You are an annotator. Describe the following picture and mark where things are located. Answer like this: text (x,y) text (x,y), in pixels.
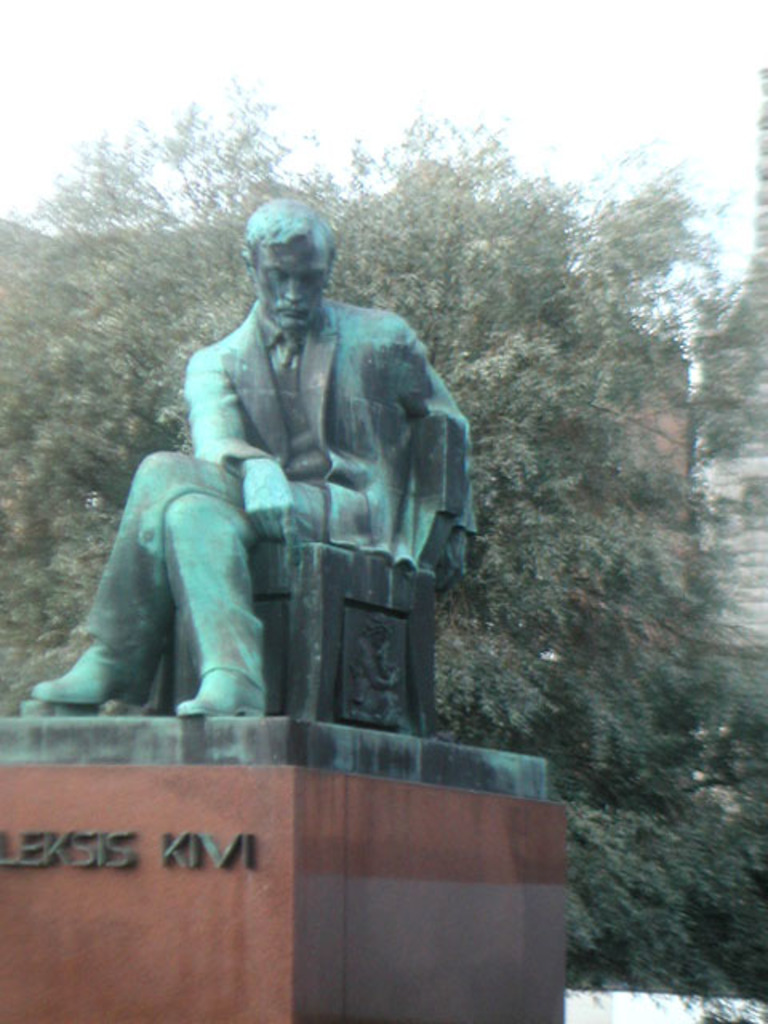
In the center of the image (351,357), we can see a statue (263,713) and there is some text (184,831) on it. In the background (588,403), there are trees (606,447) and we can see buildings (741,464). At the top (251,69), there is sky (277,71).
